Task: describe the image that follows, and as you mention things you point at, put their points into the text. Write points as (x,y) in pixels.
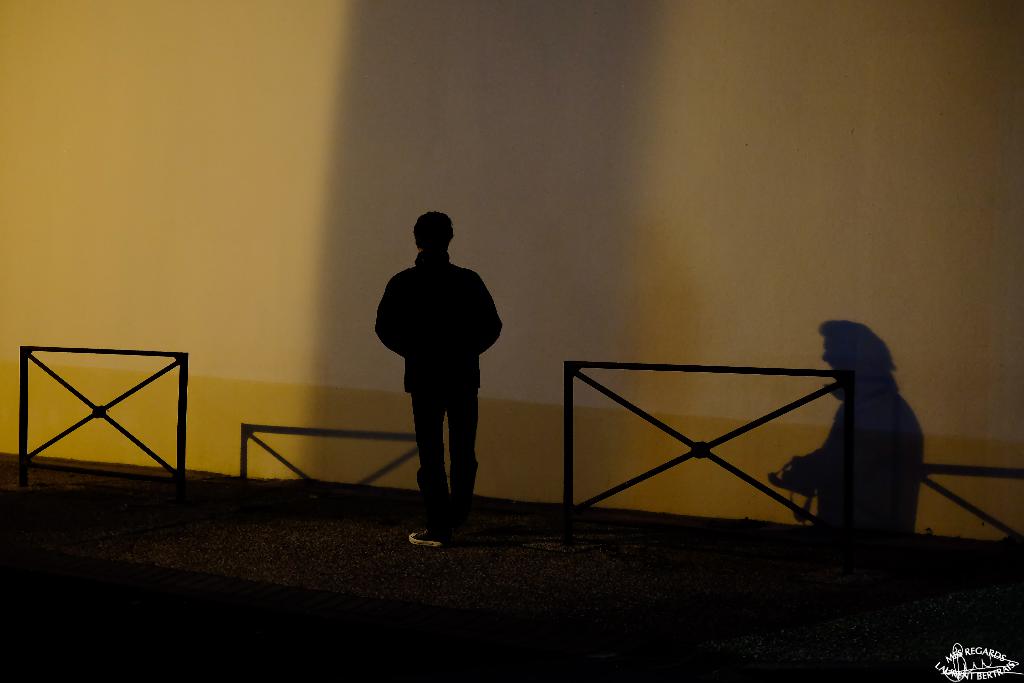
A person (445,256) is standing wearing a black jacket (414,284) and trousers (428,443). There is fence (757,484) and there is shadow (353,430) on the wall (260,361).
